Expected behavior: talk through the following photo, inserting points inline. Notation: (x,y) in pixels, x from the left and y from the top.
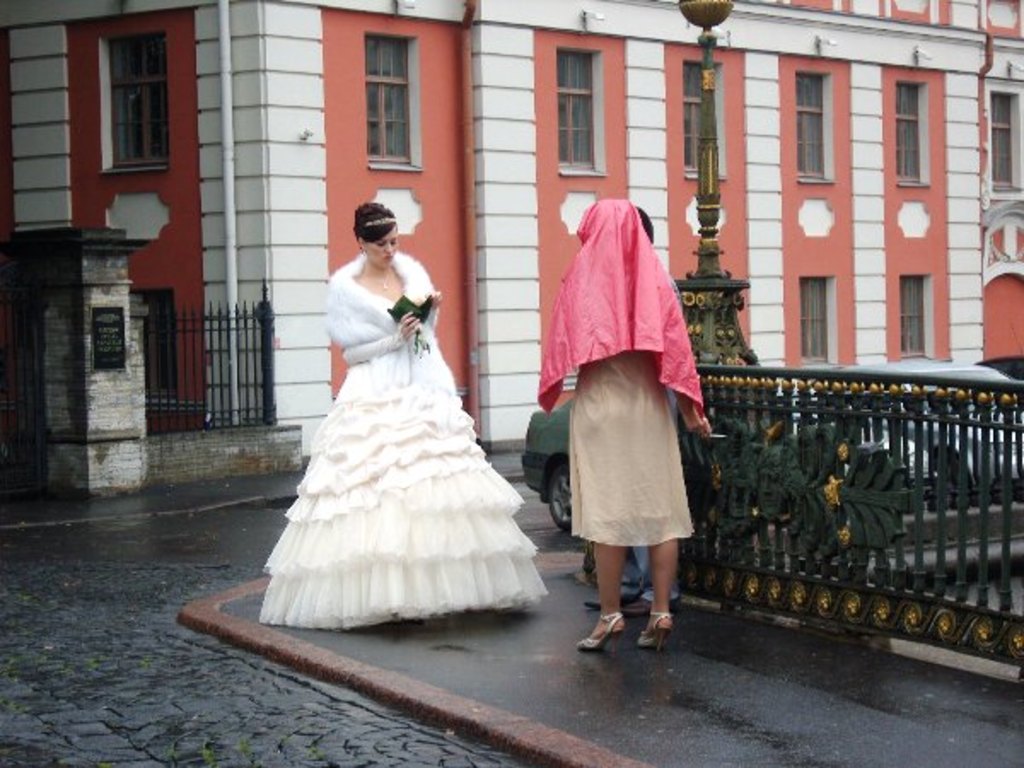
In this picture there is a woman (459,499) standing and holding the object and there are two people (674,493) standing. At the back (71,179) there is a building (324,248) and there is a board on the wall (107,480) and there is text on the board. On the right side of the image (861,468) there is a vehicle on the road (422,651) and there is a railing (923,510) and there is a street light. At the bottom (319,644) there is a road (92,695).
